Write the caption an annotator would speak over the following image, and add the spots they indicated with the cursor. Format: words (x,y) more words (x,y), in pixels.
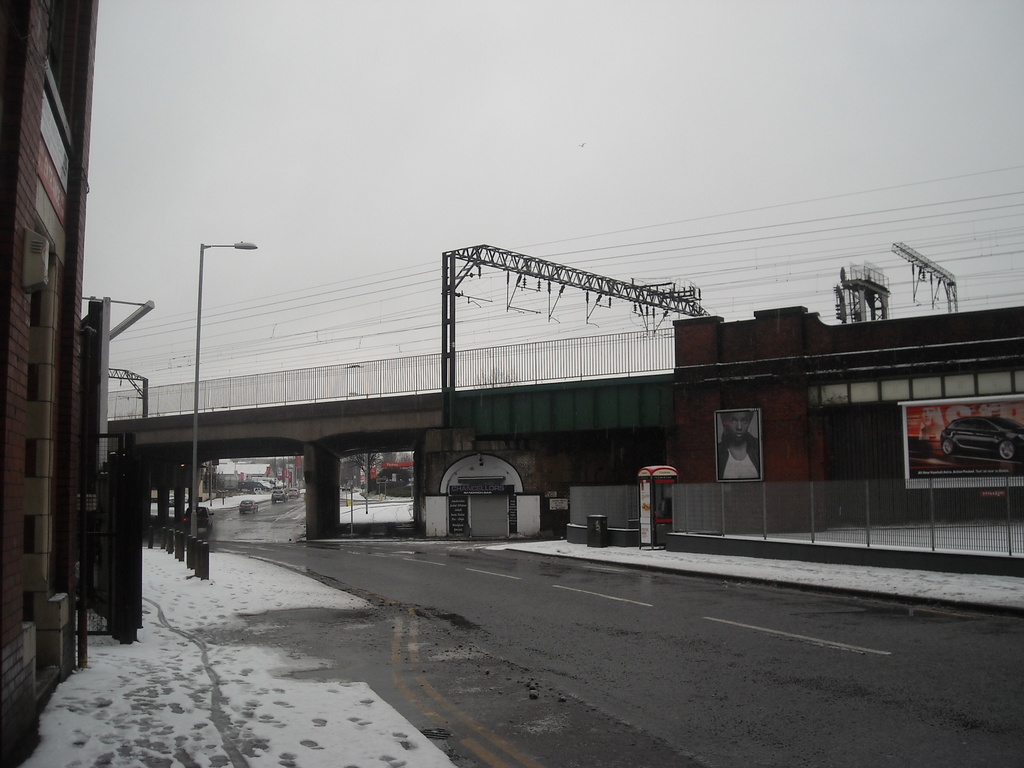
In this picture there is a bridge (315,419) and there are poles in the center (410,402). On the left side (47,439) there is a building (57,465). On the right side of the wall (851,441) there are banners (931,436) and there is a fence (818,523). In the background (264,519) there are cars (244,509) on the road (295,501) and the sky (421,160) is cloudy.
